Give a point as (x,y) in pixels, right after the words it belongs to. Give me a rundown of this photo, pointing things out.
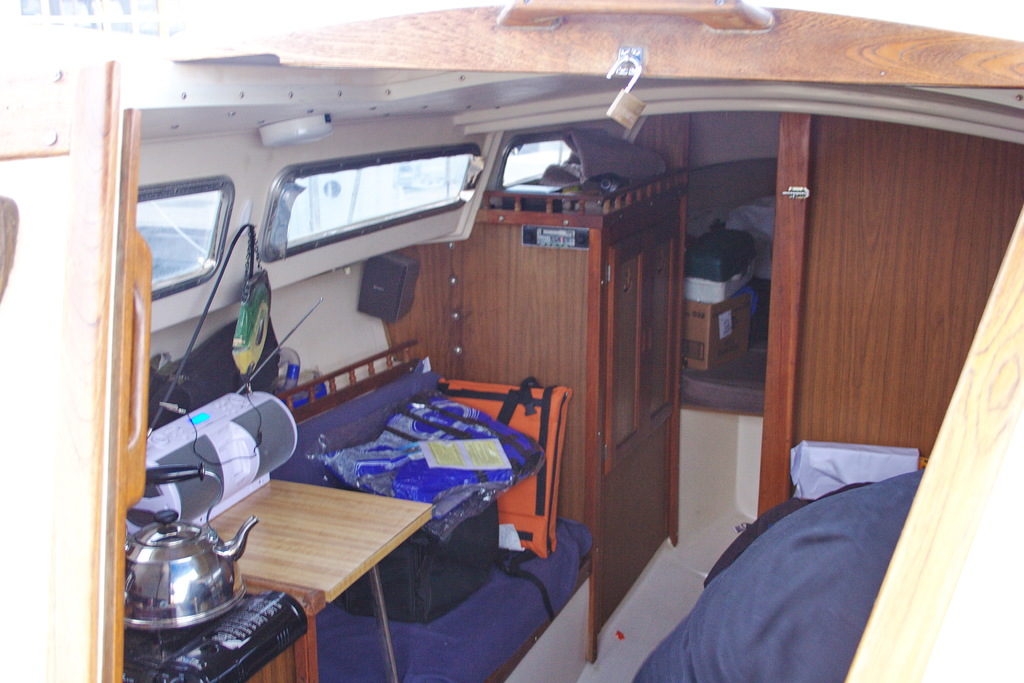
This is a small room (409,419) in a vehicle (613,49) in which kettle (190,553), connector box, window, table (341,560), bags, cupboards (509,335) and a lock (635,106) hanging on it.
